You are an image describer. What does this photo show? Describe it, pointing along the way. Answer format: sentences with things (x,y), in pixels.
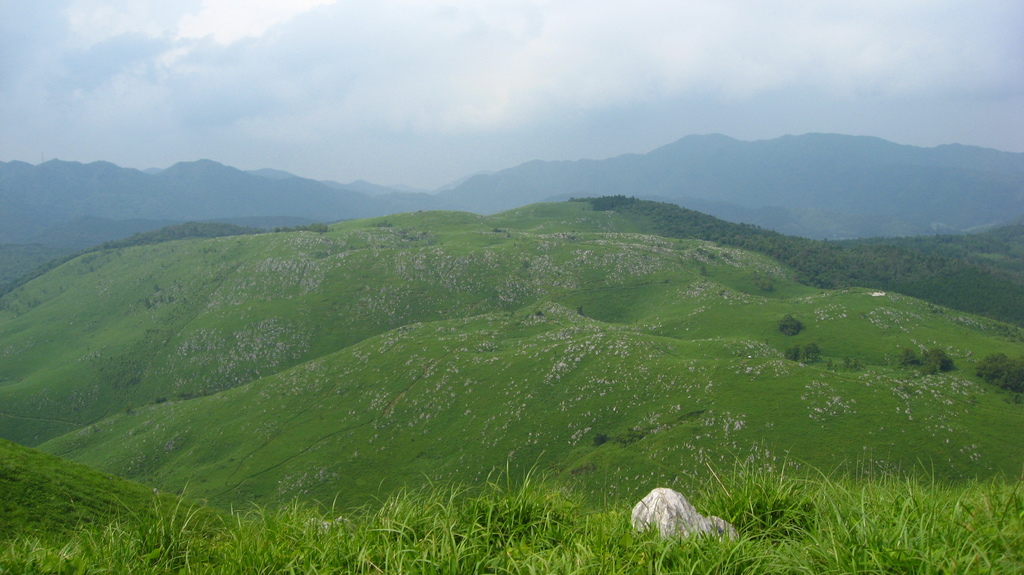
In this image there are hills (278,414). There is grass (514,526) on the hills (361,288). Behind them there are plants (224,225). In the background (181,192) there are mountains (696,167). At the top (336,95) there is the sky (274,73).
